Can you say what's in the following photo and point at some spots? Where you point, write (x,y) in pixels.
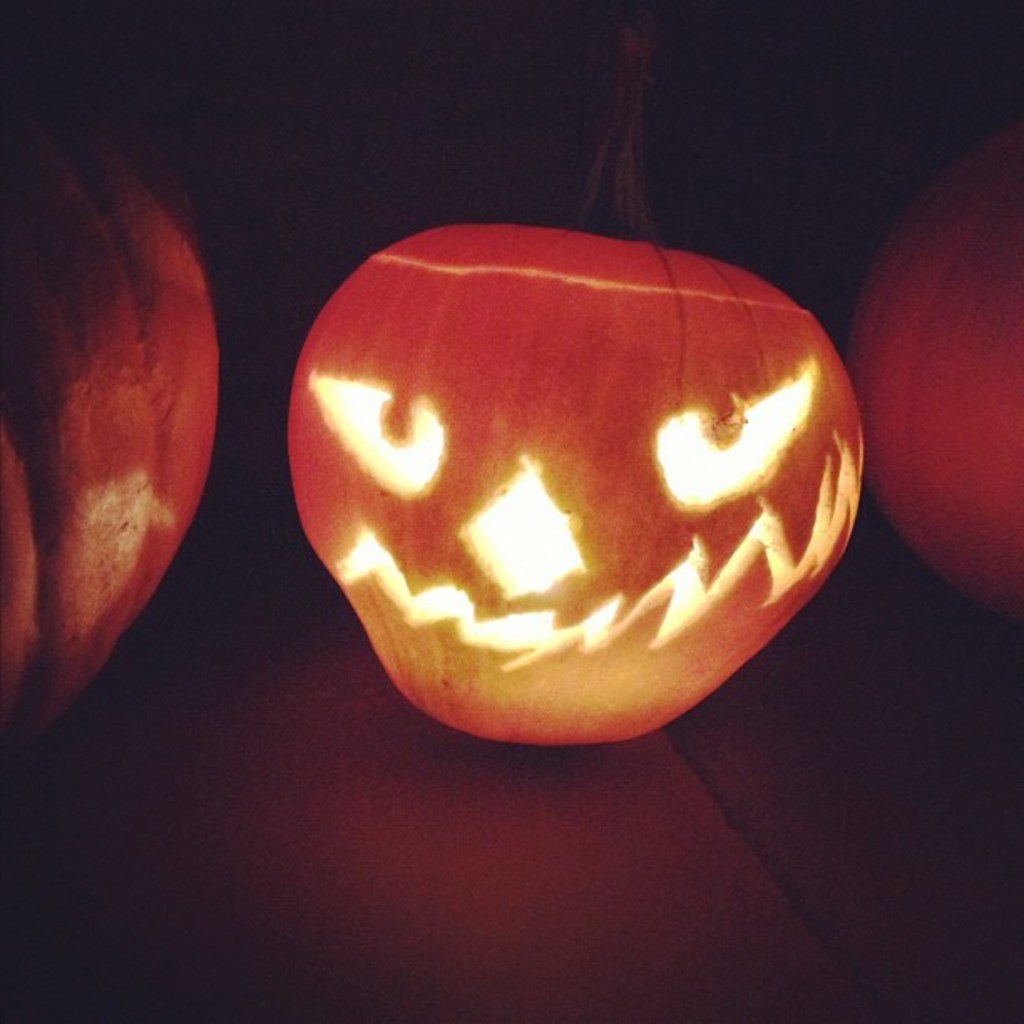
In this image we can see a group of pumpkins (571,552) placed on the floor (539,788). One pumpkin (383,390) is carved in shape of a face (488,511).
